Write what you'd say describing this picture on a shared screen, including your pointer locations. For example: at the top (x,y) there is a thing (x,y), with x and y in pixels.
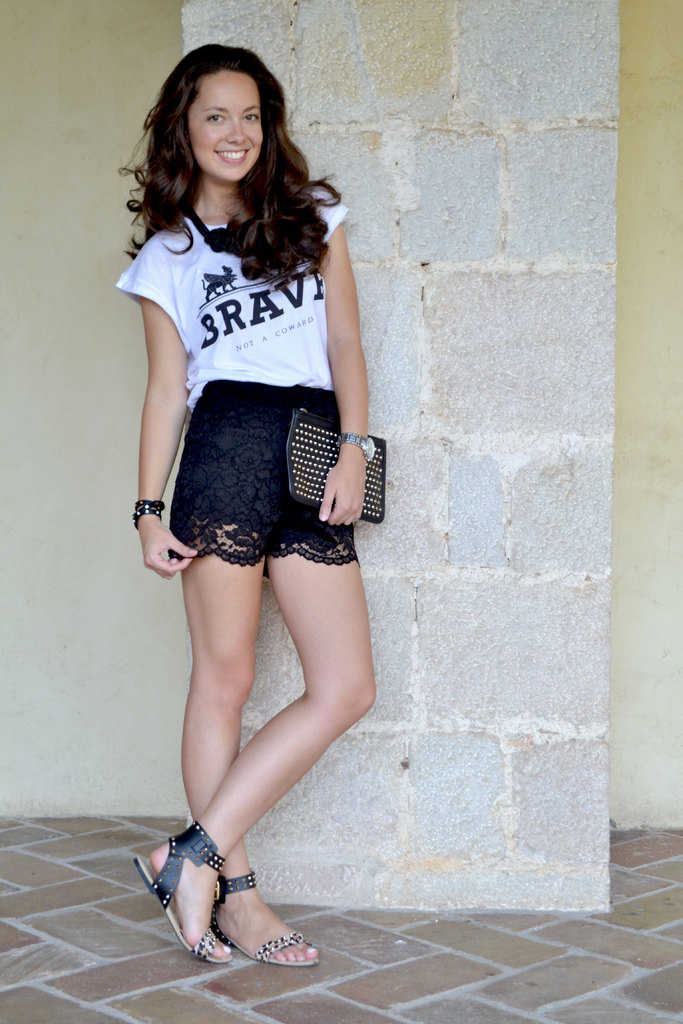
In this image we can see a girl (243,150) is standing and smiling. She is wearing white top (245,346) with black shorts (262,490). Behind wall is there.
